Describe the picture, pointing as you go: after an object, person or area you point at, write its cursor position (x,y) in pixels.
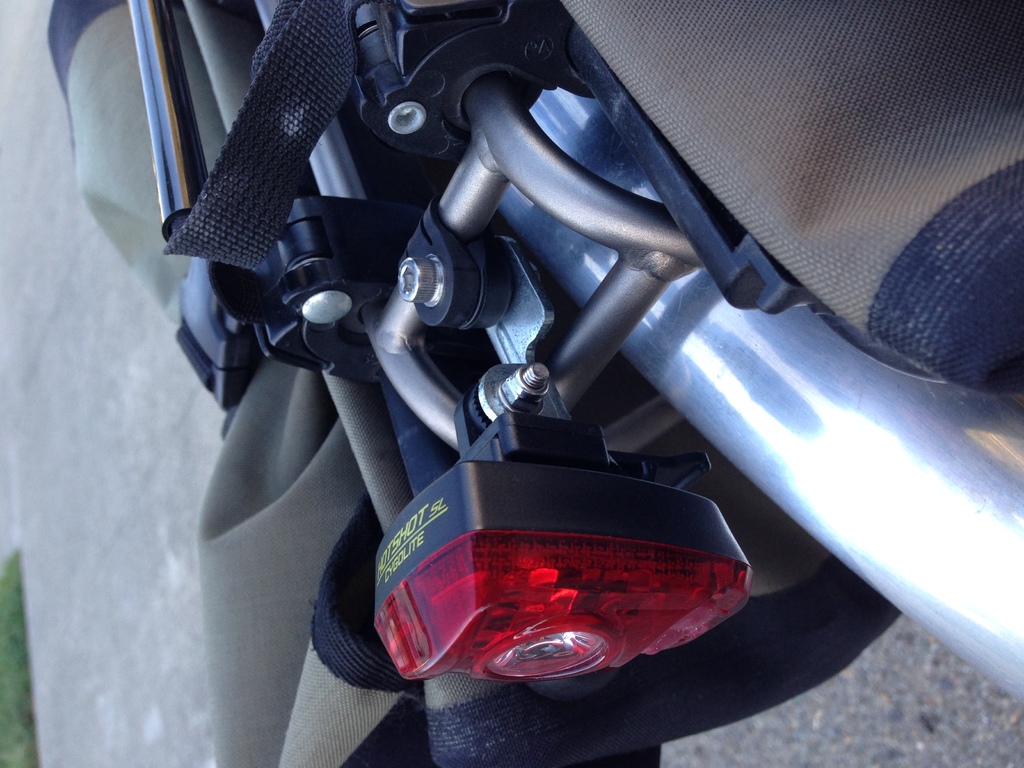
In this picture, it looks like a part (670,344) of the bicycle (494,406). We see the bags (220,210) in green and black color. On the left side (163,564), we see the pavement (88,572) and the grass (16,624). This picture is blurred in the background (104,474).
